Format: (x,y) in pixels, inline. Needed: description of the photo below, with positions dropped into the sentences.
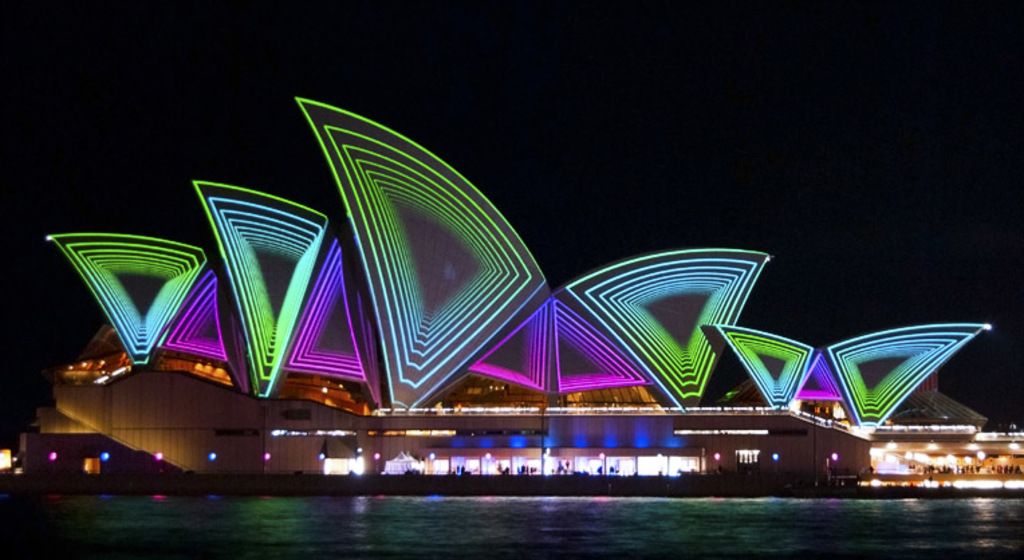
In this image we can see a building (525,433). There is a lake (608,498) in the image. There is a sky (874,83) in the image. There are many lights (906,473) in the image. There are many people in the building (440,453).
